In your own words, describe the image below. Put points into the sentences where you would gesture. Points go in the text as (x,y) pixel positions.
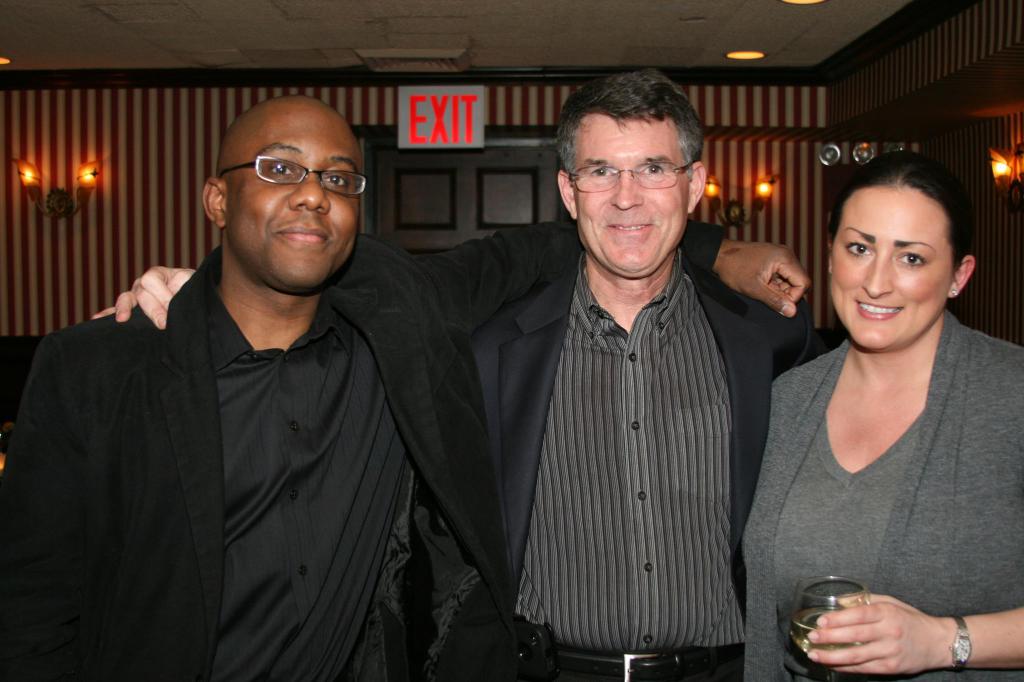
In this image we can see there are two men (444,474) and a woman (784,522) standing on the floor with a smile and a woman (886,464) holding a glass of drink (843,591) in her hand (933,631). In the background (437,202), we can see there is a door (443,186) attached to the wall (760,171). On the wall (794,193) there are three lamps (87,174) and one exit sign board (421,116).
